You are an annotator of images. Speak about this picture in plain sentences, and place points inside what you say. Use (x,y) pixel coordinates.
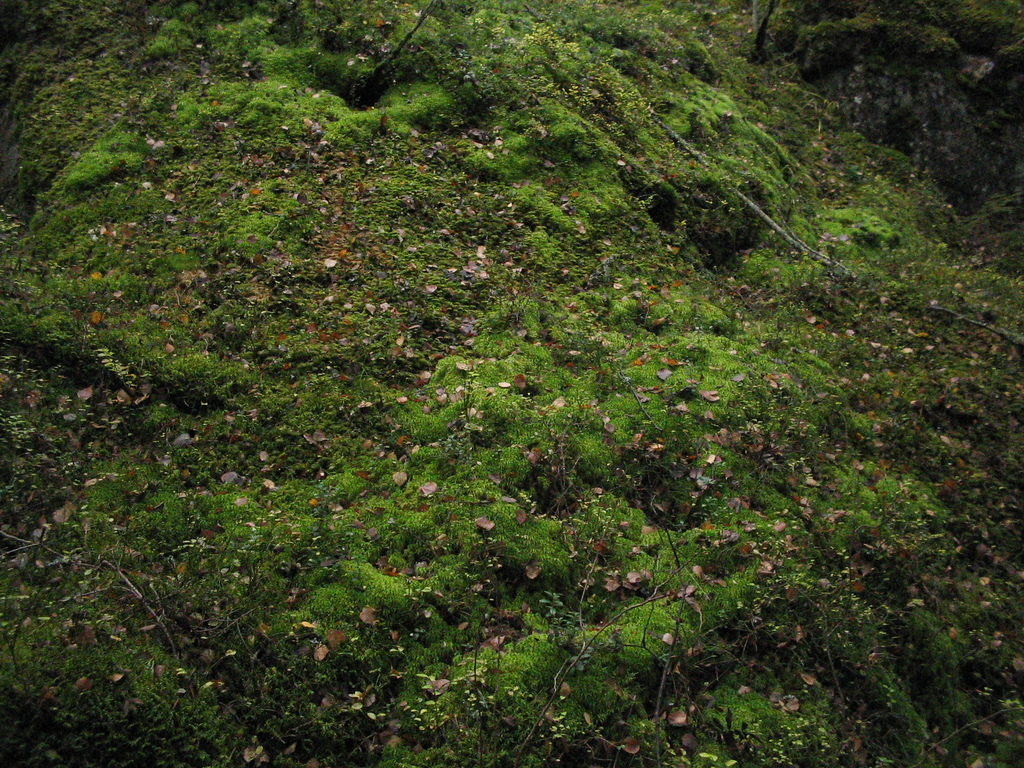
In this image we can see some grass (622,554) and leaves (442,392) on the ground (642,192).
